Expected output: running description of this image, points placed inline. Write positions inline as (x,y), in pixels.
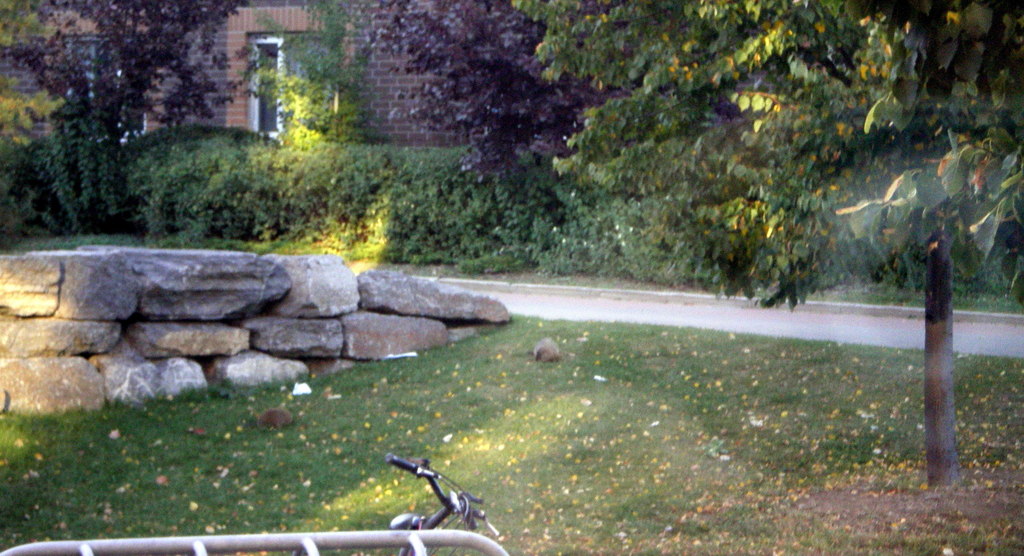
This is an outside view. On the ground (663,490) I can see the grass (654,472). At the bottom (412,542) there is a bicycle (430,526) and a metal stand (267,542). On the left side (69,327) there are few rocks (183,305). On the right side (812,312) there is a road (710,326). In the background (287,202) there are many plants (161,170), trees (688,110) and a building (378,58).
